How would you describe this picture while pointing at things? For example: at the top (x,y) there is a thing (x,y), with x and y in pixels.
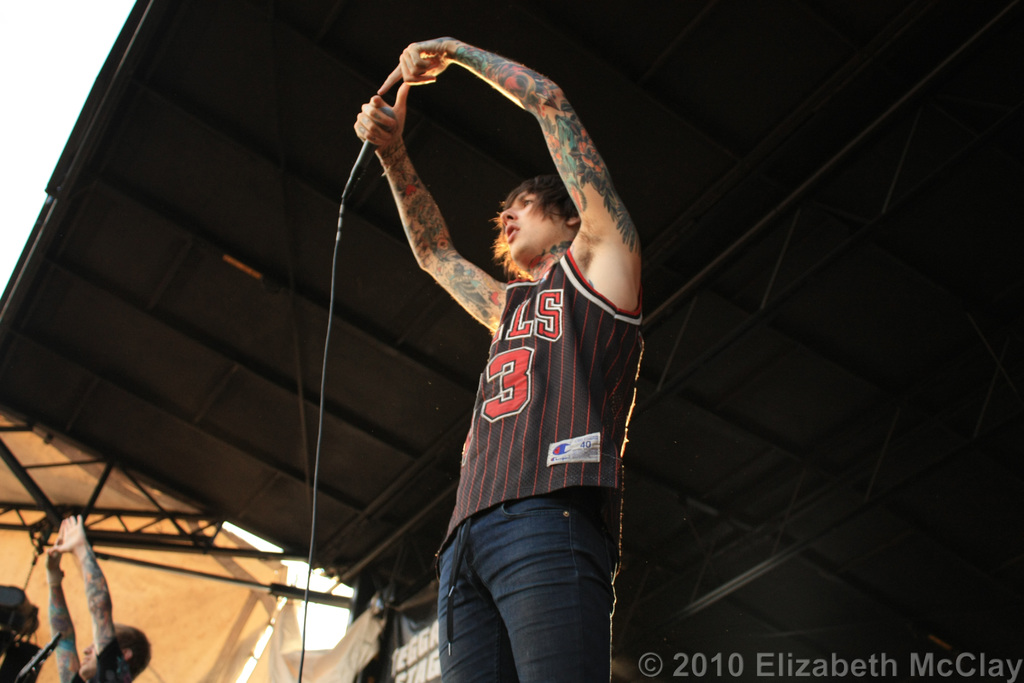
In this image, we can see persons (477,558) under shelter (104,364). There is a person (596,307) in the middle of the image (559,347) wearing clothes (545,468) and holding a mic (368,146) with his hand (390,120). There is text (781,667) in the bottom right of the image (781,667).
